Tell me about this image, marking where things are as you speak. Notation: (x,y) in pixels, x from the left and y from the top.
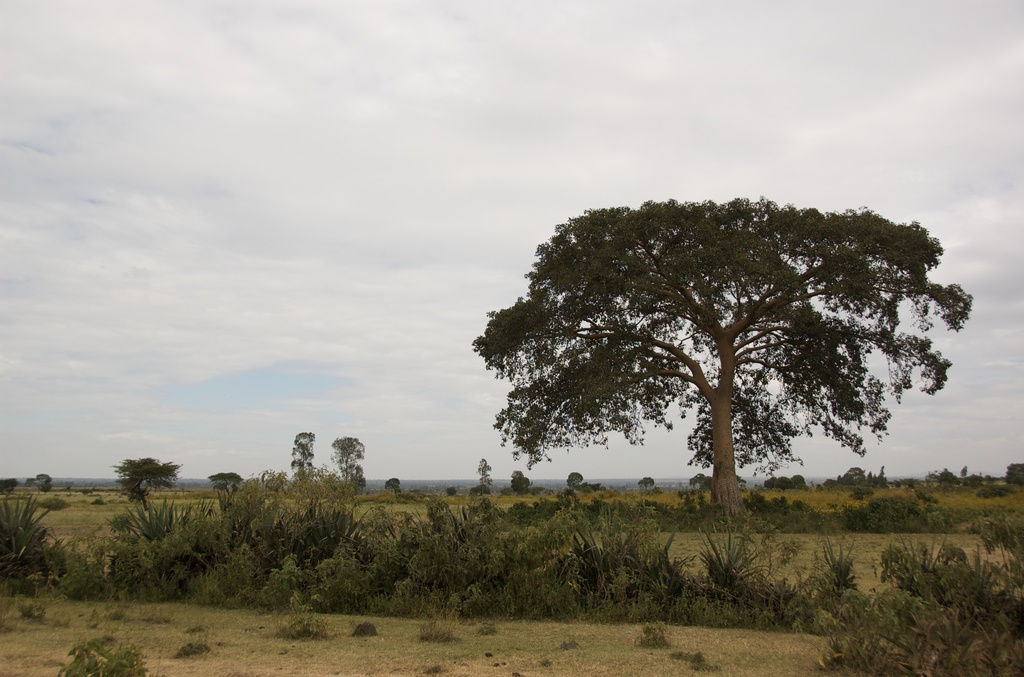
At the bottom of the picture (378,655), we see grass (598,641) and trees (787,608). There are trees (770,486) and hills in the background (770,486). In the middle of the picture (565,292), we see a big tree (643,243). At the top (286,147), we see the sky (342,121).
